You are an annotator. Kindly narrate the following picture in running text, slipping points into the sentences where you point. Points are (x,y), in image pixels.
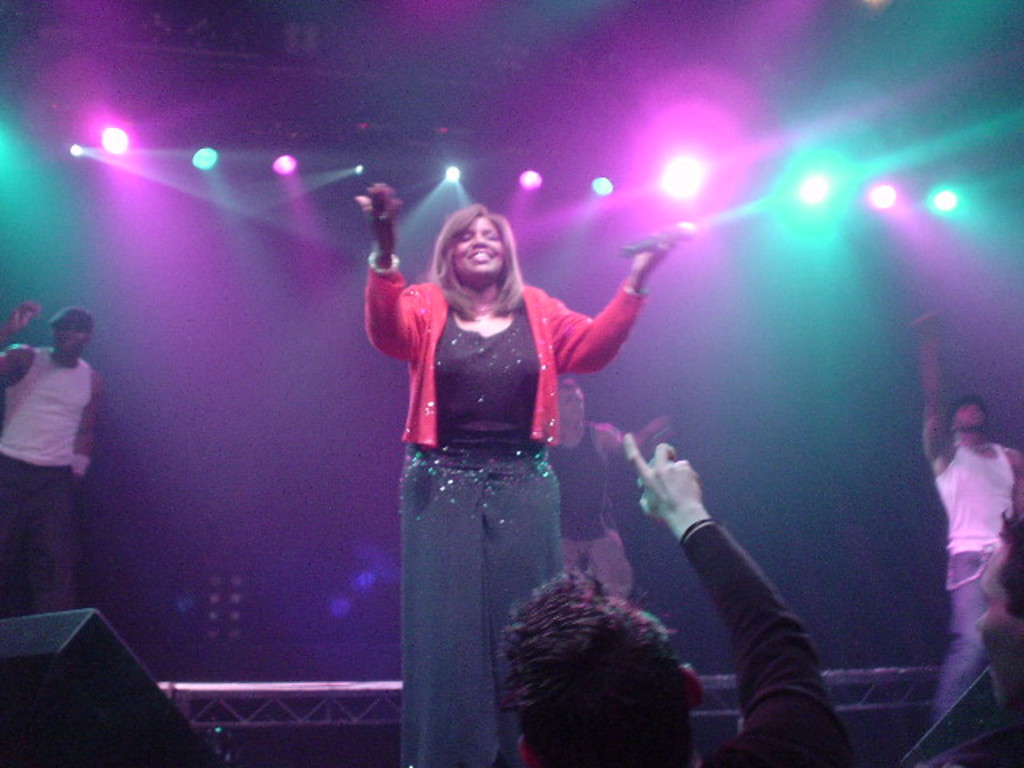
In this picture we can see four persons (449,468) are standing, a woman (463,463) in the front (501,473) is holding a microphone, there are two persons (1004,640) at the bottom (761,639), we can see some lights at the top of the picture (804,185).
